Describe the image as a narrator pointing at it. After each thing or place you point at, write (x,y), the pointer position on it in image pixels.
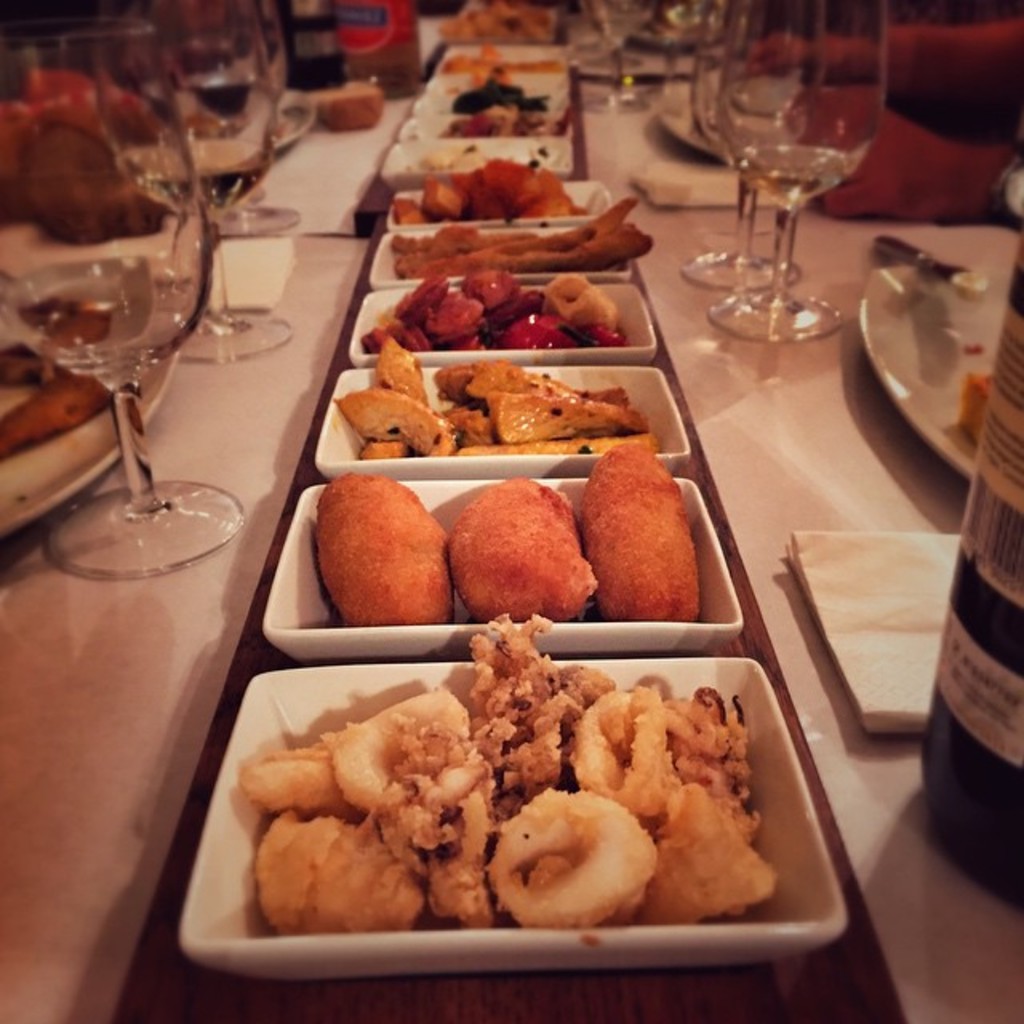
In the image there are different types of food items (372,582) kept on a table (112,1010) and around the food items (547,576) there are plates (917,313), glasses (269,8) and bottles (990,596).
